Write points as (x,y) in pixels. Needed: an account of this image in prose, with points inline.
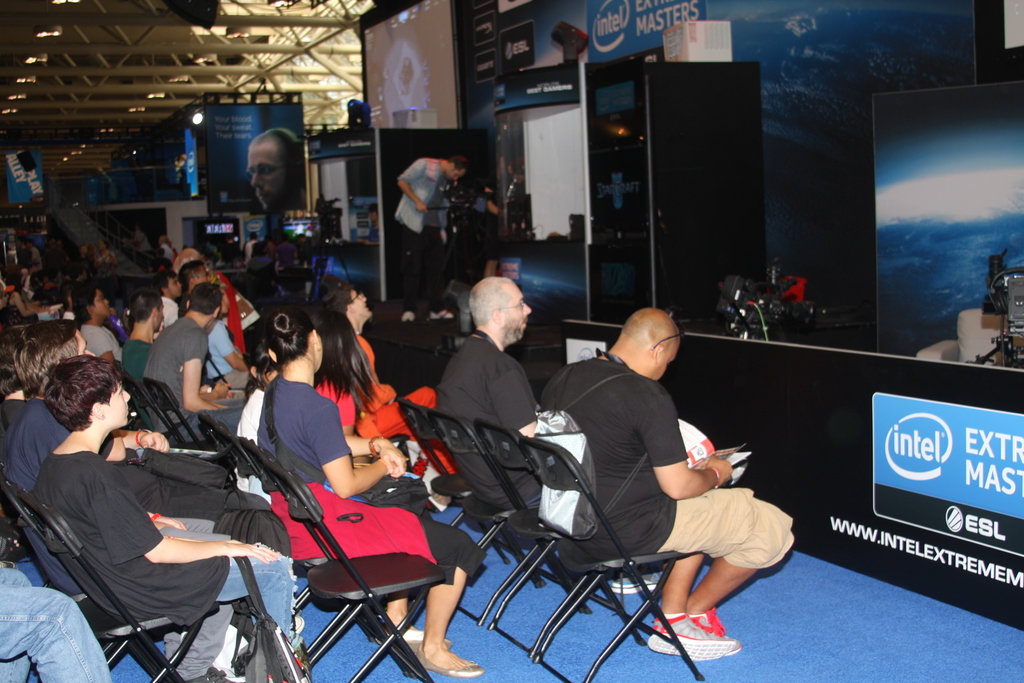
In this picture there are group of people (285,436) sitting on the chairs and there is a man (427,178) standing and holding the camera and there are objects (347,162) and there are boards (240,168) and there is text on the boards (259,163). At the top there are lights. At the bottom (510,651) there is a mat (506,658) on the floor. On the right side of the image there is a chair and there are cameras (1009,335). At the top (423,107) there is a screen (379,107).
